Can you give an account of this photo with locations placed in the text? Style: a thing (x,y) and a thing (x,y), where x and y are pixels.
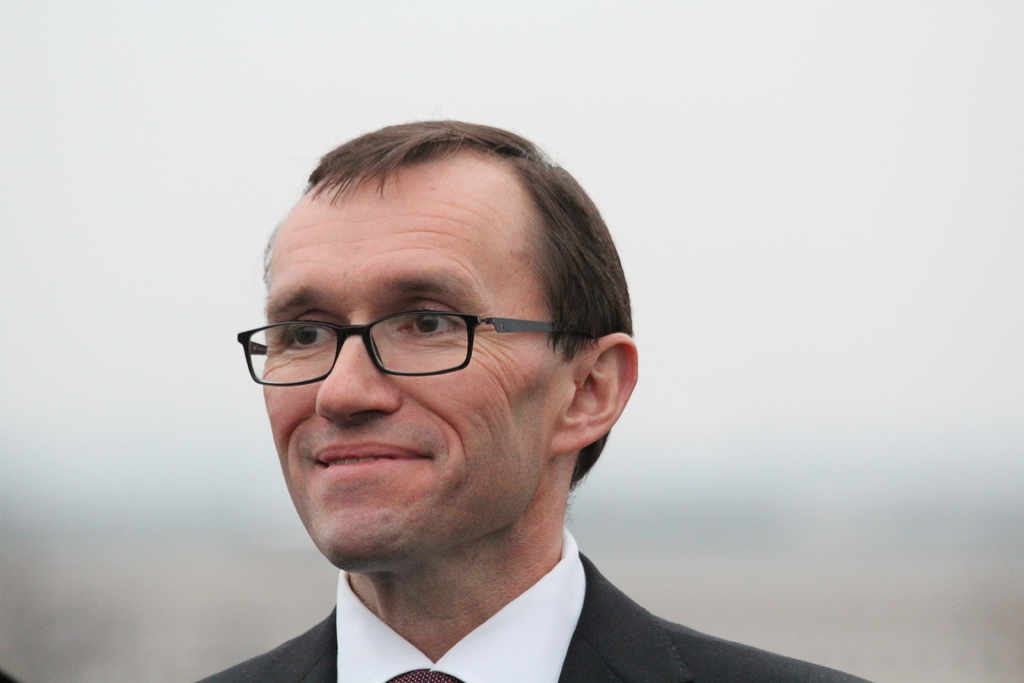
In this image in the front (388,511) there is a man (366,518) smiling and wearing a specs (409,362) and the background (123,413) is blurry.
